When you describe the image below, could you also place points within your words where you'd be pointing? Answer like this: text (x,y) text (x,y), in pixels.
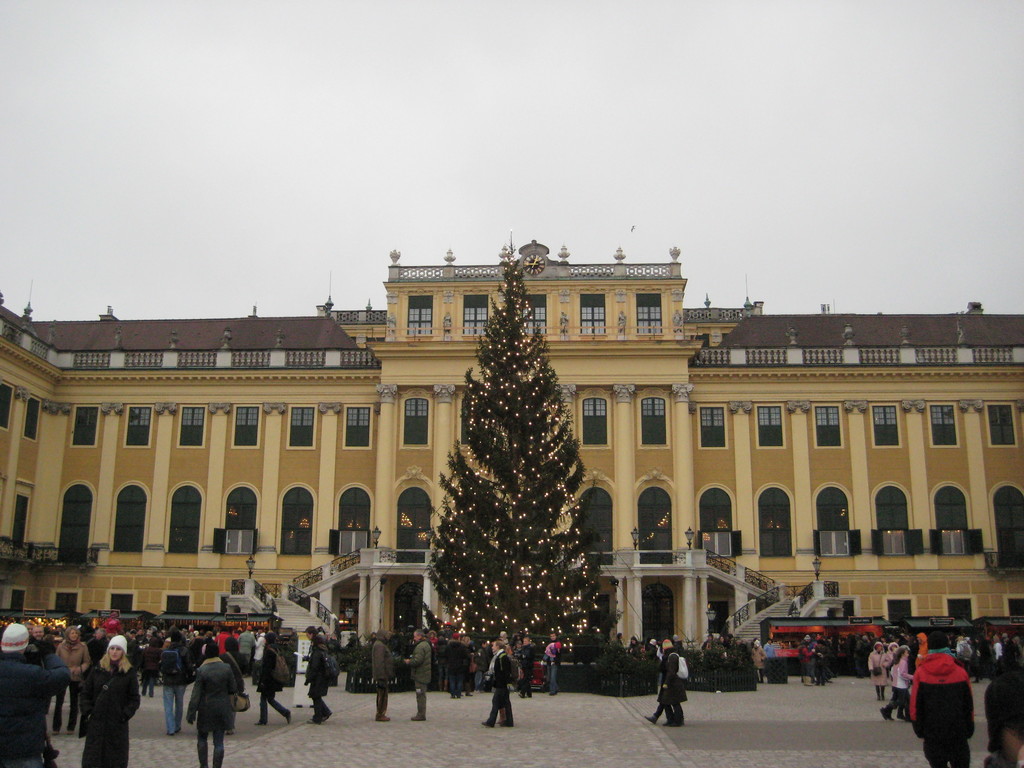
In this image there is a building (367,480) with glass windows (964,523). There is an Xmas tree (477,536) with lights (497,581) in the middle (467,469). There is a huge crowd (386,657) of people (21,702). There is a sky (454,157).
